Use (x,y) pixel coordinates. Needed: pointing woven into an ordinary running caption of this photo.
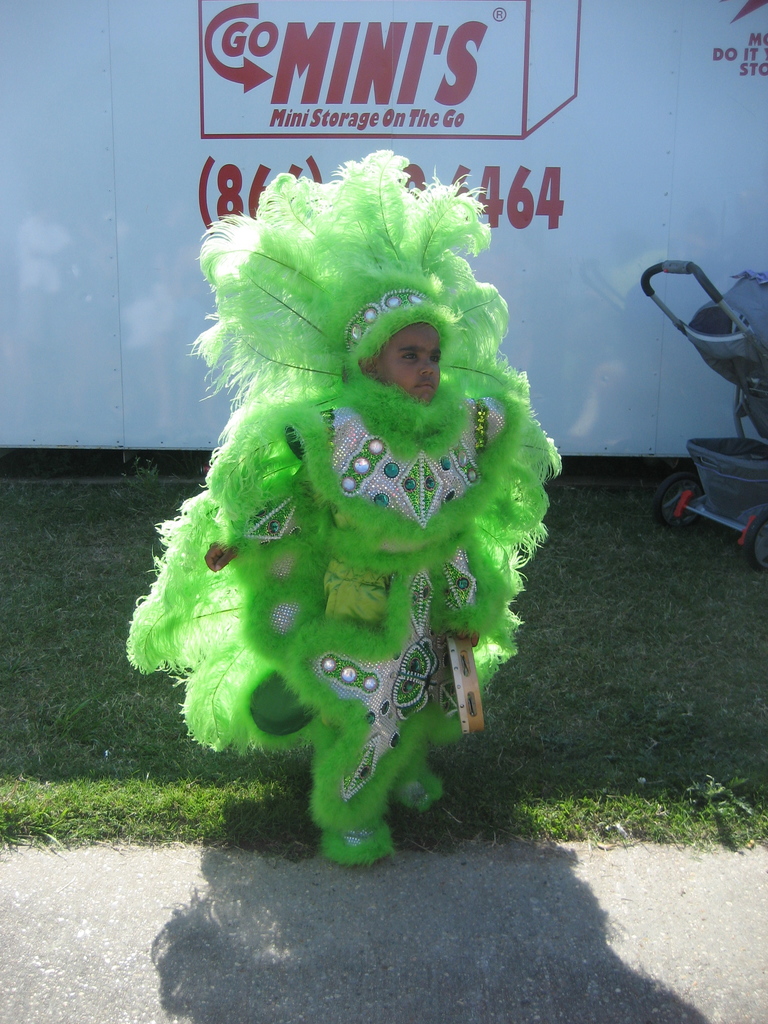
In the center of the picture (357,410) there is a kid (398,363) wearing a costume (312,630). In the foreground (259,955) it is road (514,925). In the background (114,737) there is grass (658,659). On the right (729,349) there is a wheel cart (705,440). In the background (405,118) there is a banner (430,117). It is sunny.
